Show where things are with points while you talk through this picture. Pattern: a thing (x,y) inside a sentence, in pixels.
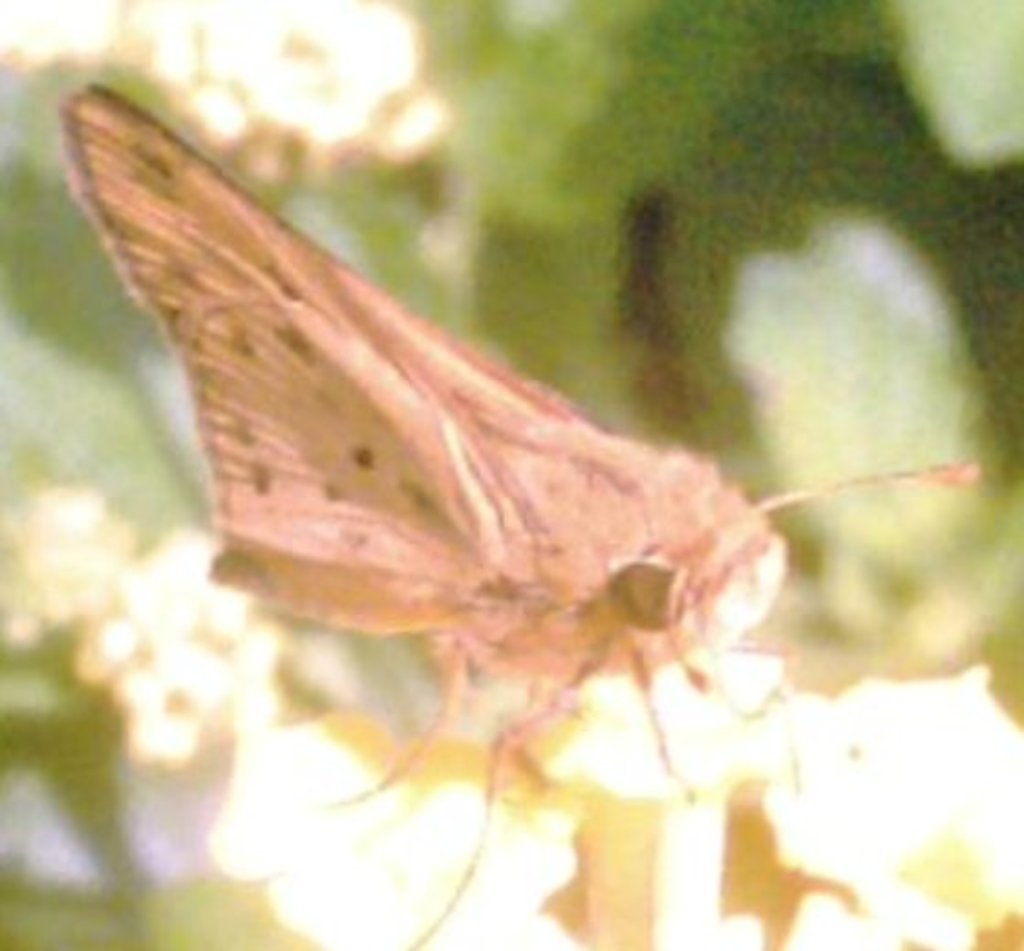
In this image there is a butterfly (643,596) on the flowers (497,877) and the background of the image (884,164) is blur.
